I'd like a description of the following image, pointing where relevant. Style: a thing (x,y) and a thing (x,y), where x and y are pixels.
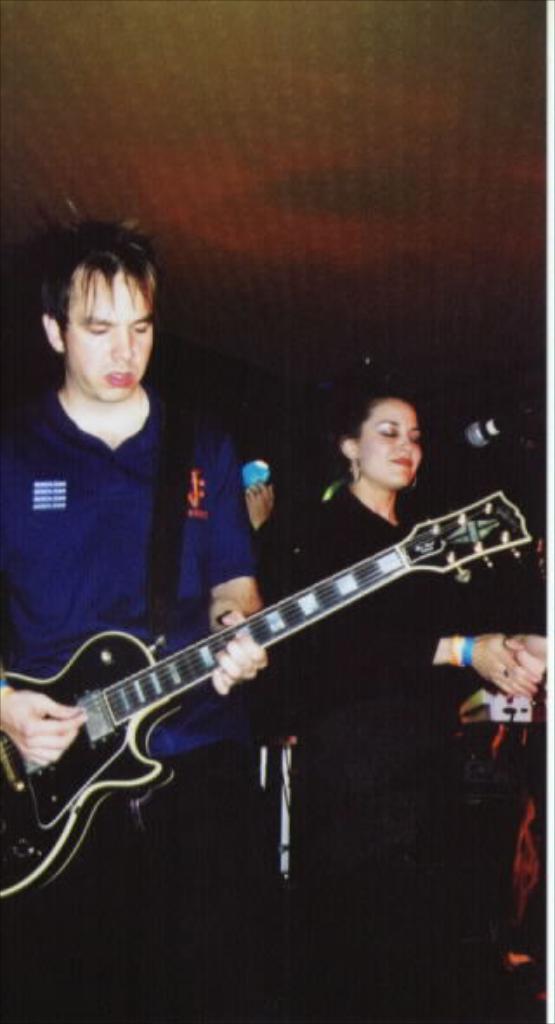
This 2 persons (60,549) are standing. This man (209,735) is holding a guitar (185,671).
